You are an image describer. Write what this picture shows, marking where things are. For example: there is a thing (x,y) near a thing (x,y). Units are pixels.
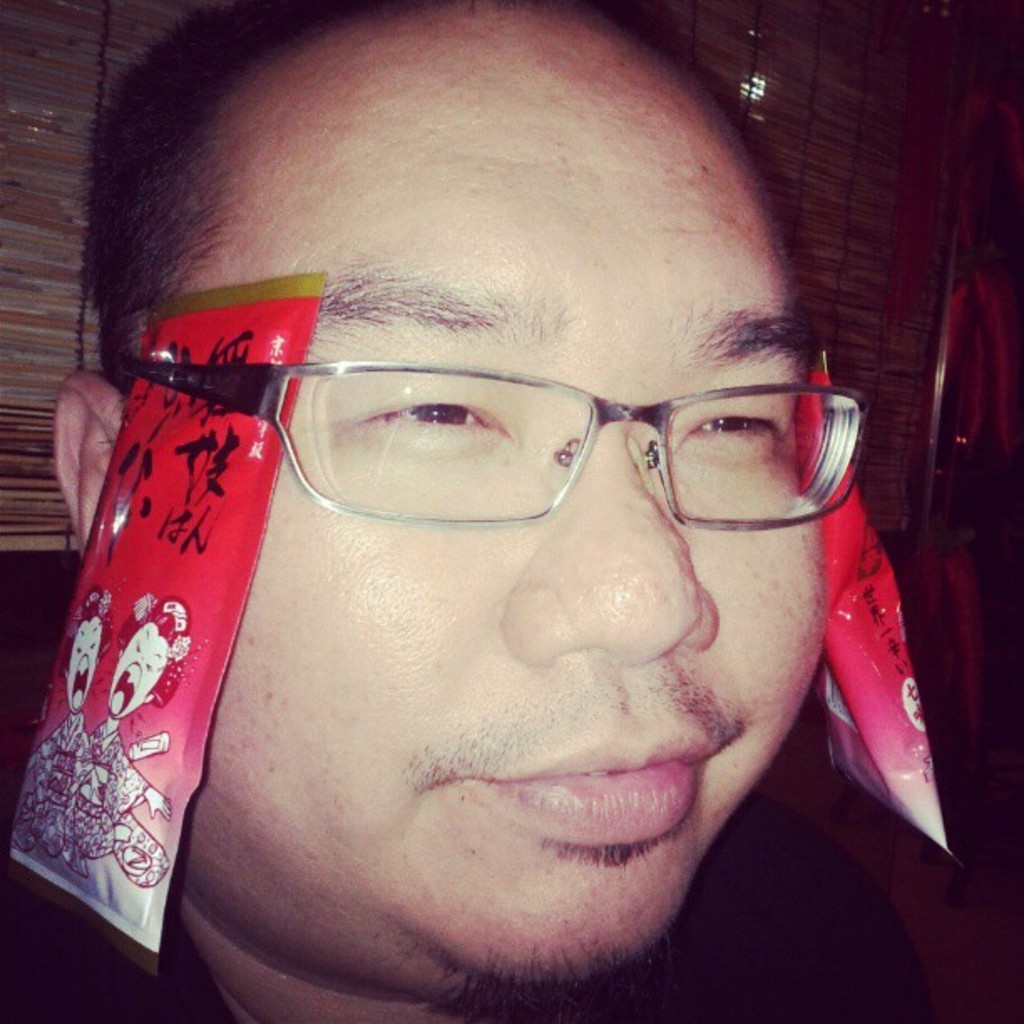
In this image there is a man (589,583) in the middle (597,517) who is keeping the spectacles (496,422). There are two packets (157,581) on either side of him which are attached to the spectacles (198,385).
